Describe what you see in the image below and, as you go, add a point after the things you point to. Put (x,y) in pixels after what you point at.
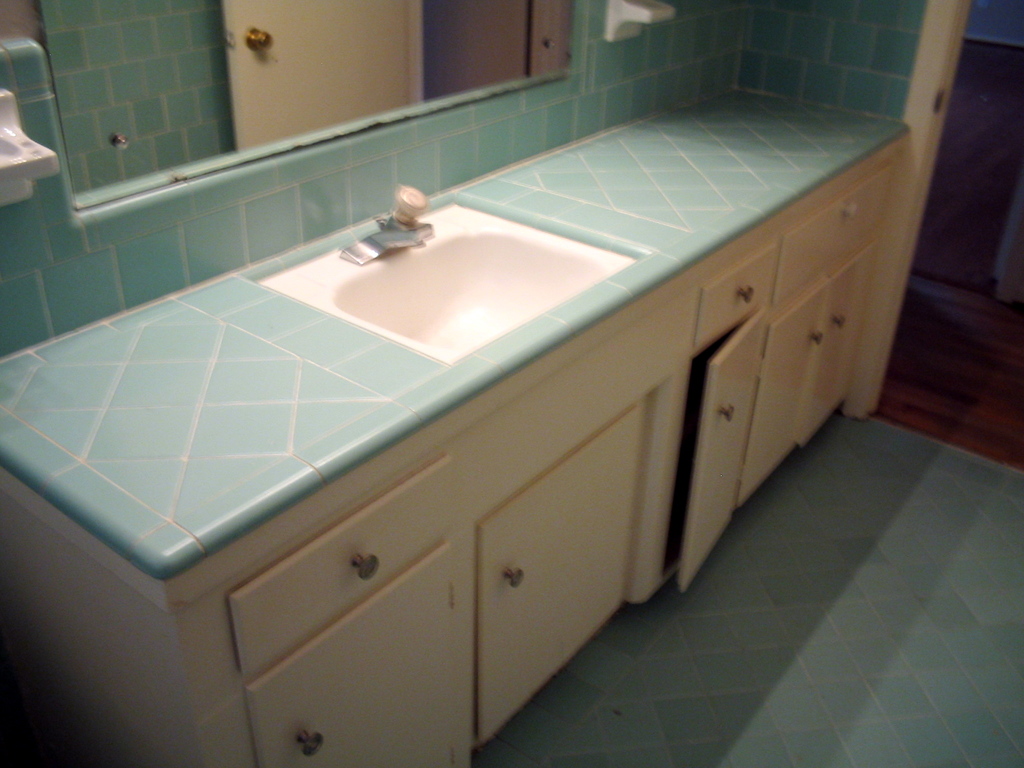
In this image there is a sink (513,248), in the bottom (232,647) there are cupboards (479,541), in the background (415,33) there is a mirror (383,60).
